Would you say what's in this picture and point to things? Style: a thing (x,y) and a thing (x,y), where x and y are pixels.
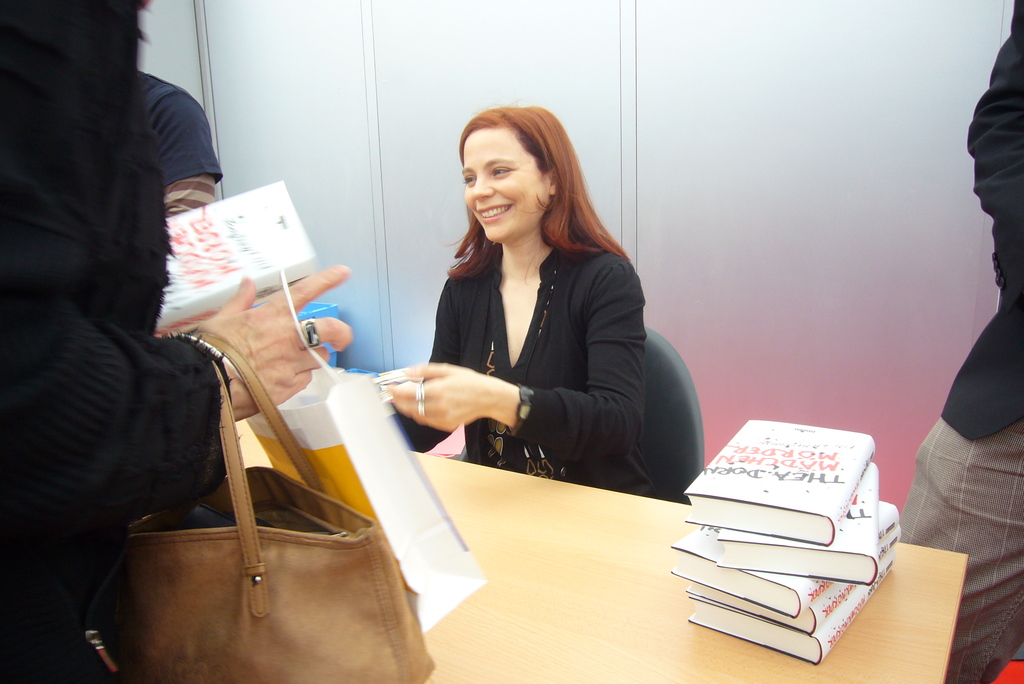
This is the picture of four people (144,404) among them one lady (535,355) is sitting and the other three (147,410) are standing around the table (447,469) on which there are some books (812,511).
